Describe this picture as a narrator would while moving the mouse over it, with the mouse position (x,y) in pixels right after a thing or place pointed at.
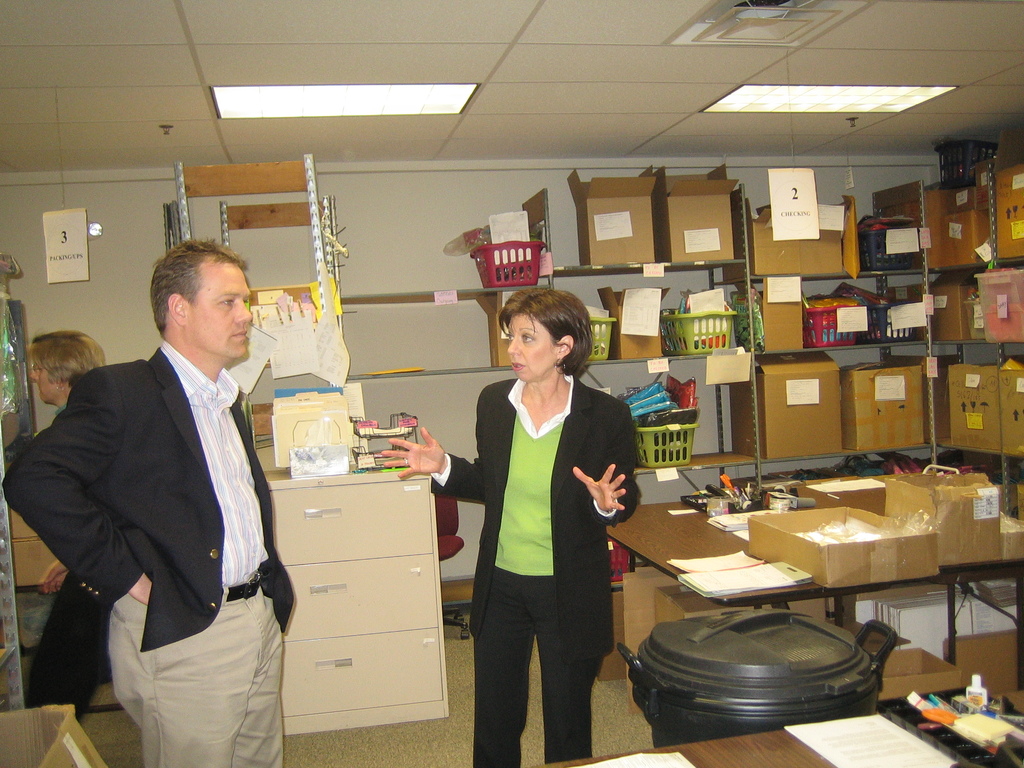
The image is inside the room (568,474). In the image there are three people (69,431) one man (96,436) and a woman (507,467) are standing. On right (786,521) there is a table (635,531), on table (669,524) we can see some papers (778,574) and boxes (768,527). In background (466,200) there is a white color wall (381,242) and a shelf (473,290), on top (945,112) there is a roof (487,99) with few lights (394,98).
